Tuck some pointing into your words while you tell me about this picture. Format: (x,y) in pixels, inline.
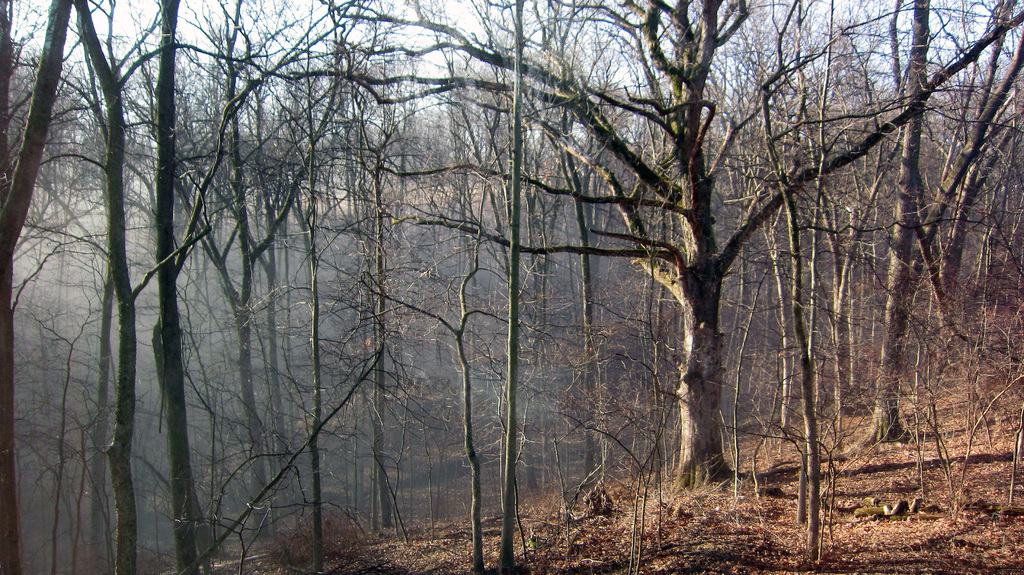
In this image we can see there are trees (470,239) and plants (591,390).
